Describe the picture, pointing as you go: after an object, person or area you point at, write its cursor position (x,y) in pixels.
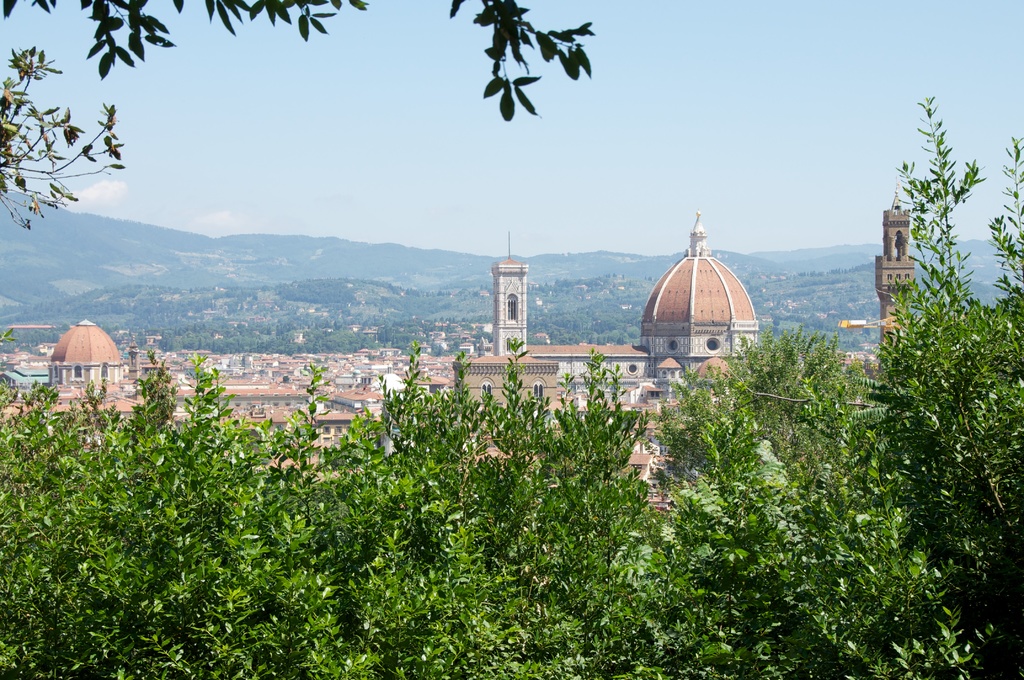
In the foreground (417,467) I can see trees (586,537), domes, towers (501,304) and buildings (344,433). In the background (354,278) I can see mountains (407,267), houses (219,290) and the sky (597,159). This image is taken may be during a day.
